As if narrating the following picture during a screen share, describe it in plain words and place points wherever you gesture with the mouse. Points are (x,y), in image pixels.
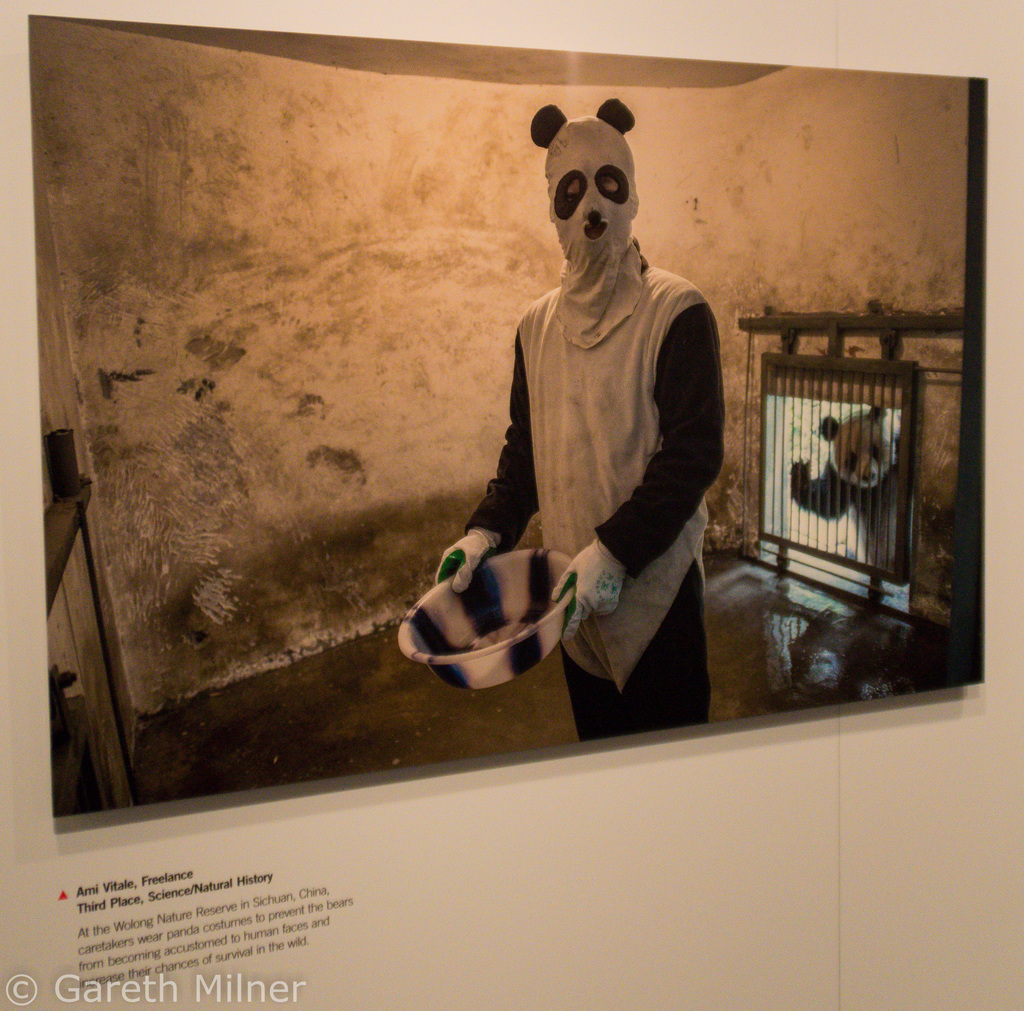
In this image I can see the person (587,472) with the costume (563,487) and the person (566,626) is holding the bowl (468,653). In the background (787,490) I can see the railing (865,506) and an animal (856,516) and I can see something written on the image.
